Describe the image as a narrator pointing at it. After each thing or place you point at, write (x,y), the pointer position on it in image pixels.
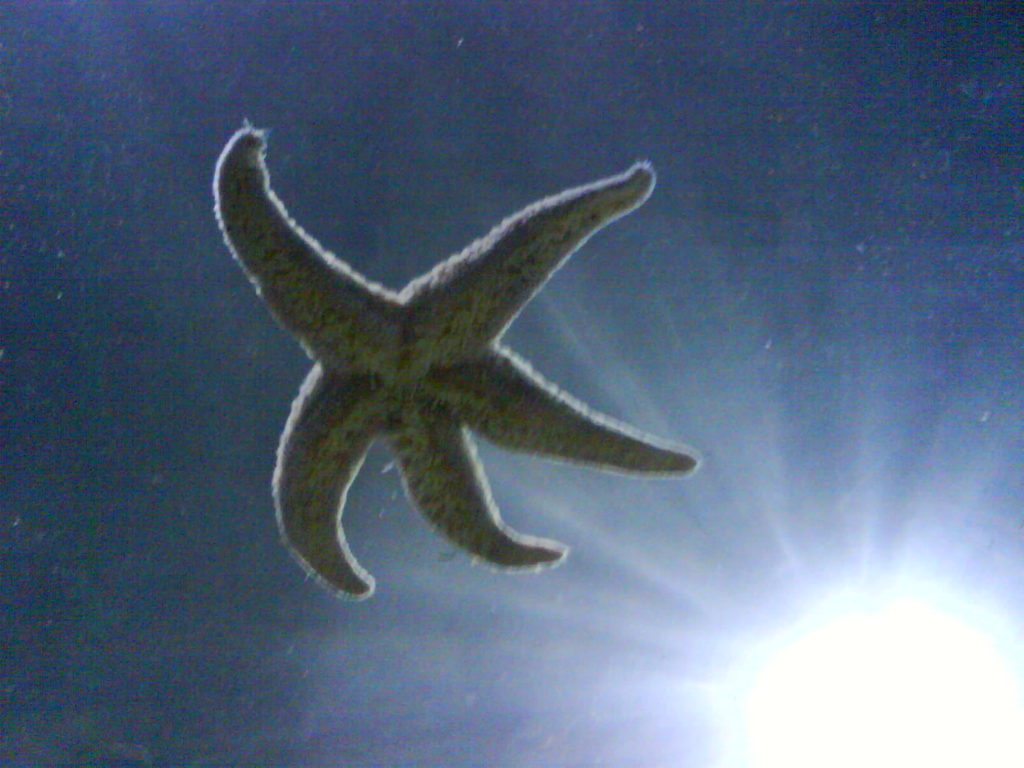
In this image we can see there is a starfish (473,533) behind that there is a light (768,725).
